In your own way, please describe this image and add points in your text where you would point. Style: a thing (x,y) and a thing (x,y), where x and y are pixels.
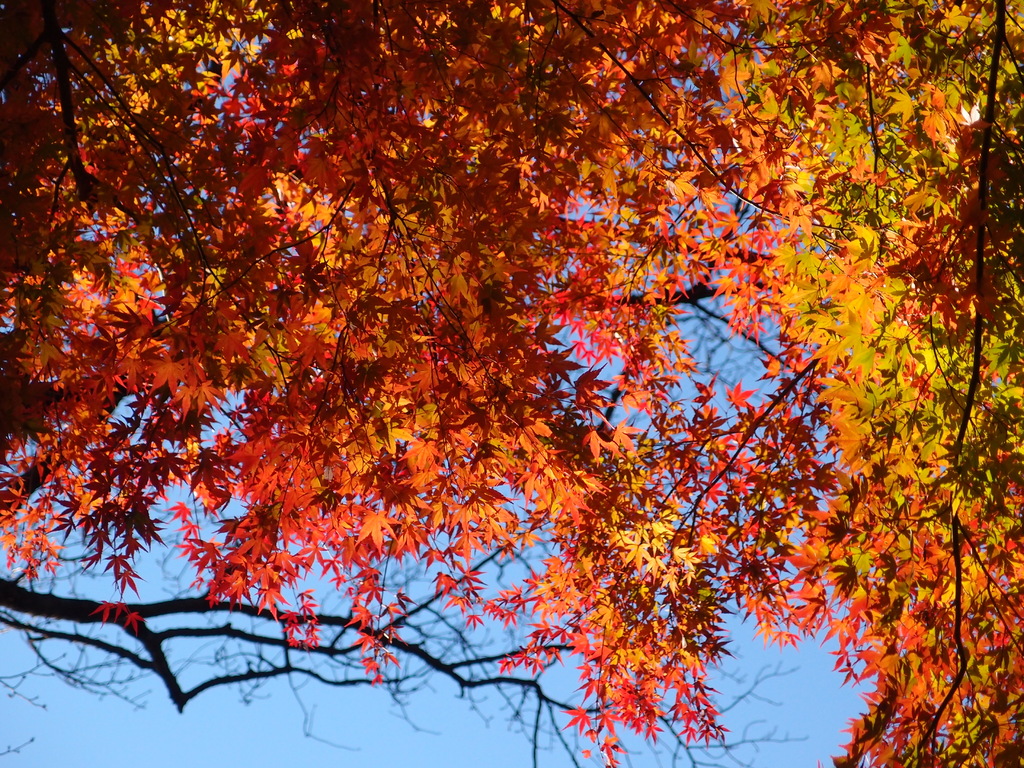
In the front of the image (897,364) there are leaves (601,389) and branches (764,344). In the background of the image (392,573) there is the sky (821,668).
